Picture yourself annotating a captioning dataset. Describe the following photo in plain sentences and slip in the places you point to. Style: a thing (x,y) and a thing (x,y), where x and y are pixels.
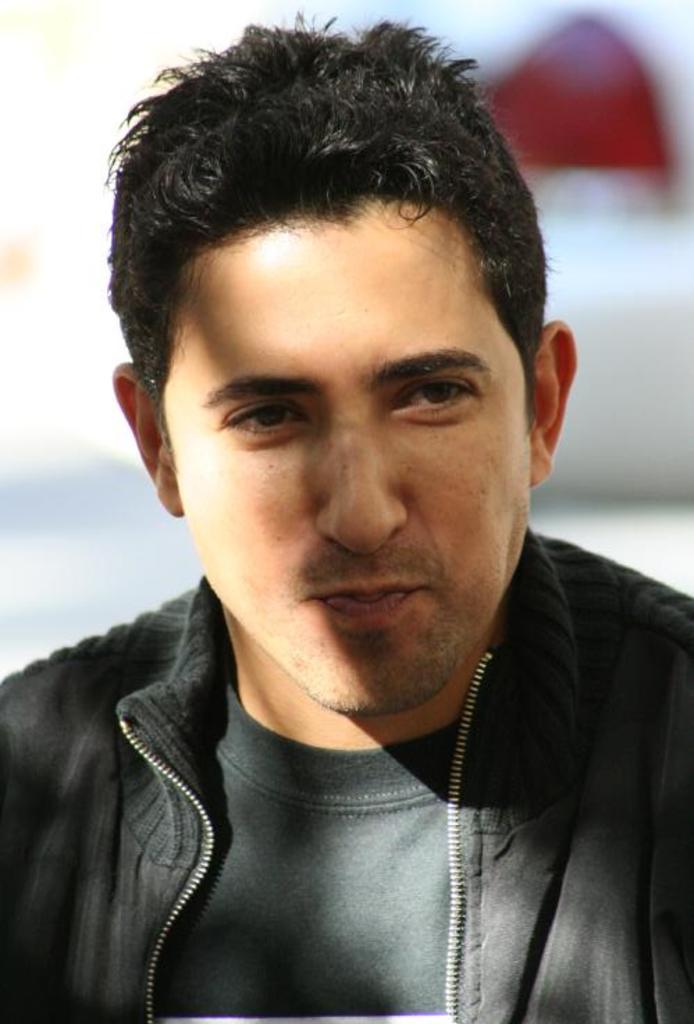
In the center of the image (284,589), we can see a person (447,565) and in the background (561,67), we can see an object (551,118).
